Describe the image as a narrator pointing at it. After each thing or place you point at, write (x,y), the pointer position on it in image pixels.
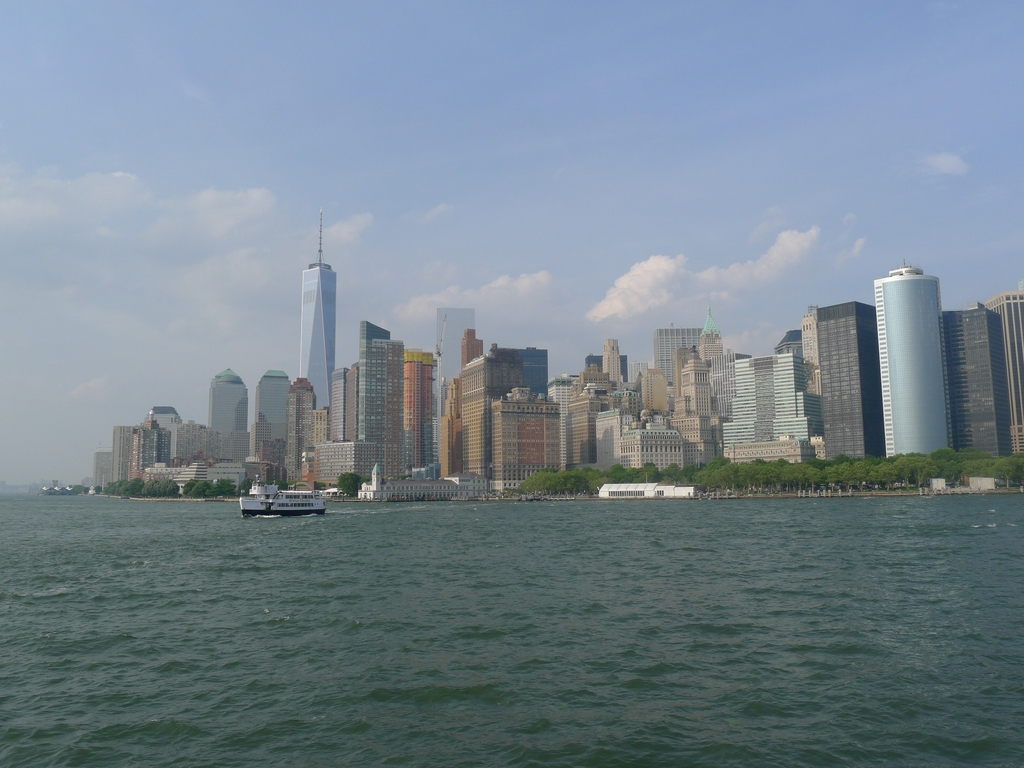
In this image we can see a ship (276,501) on the water (582,734). In the background (320,411) there are buildings (486,364), trees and clouds (133,271) in the sky (441,216).
